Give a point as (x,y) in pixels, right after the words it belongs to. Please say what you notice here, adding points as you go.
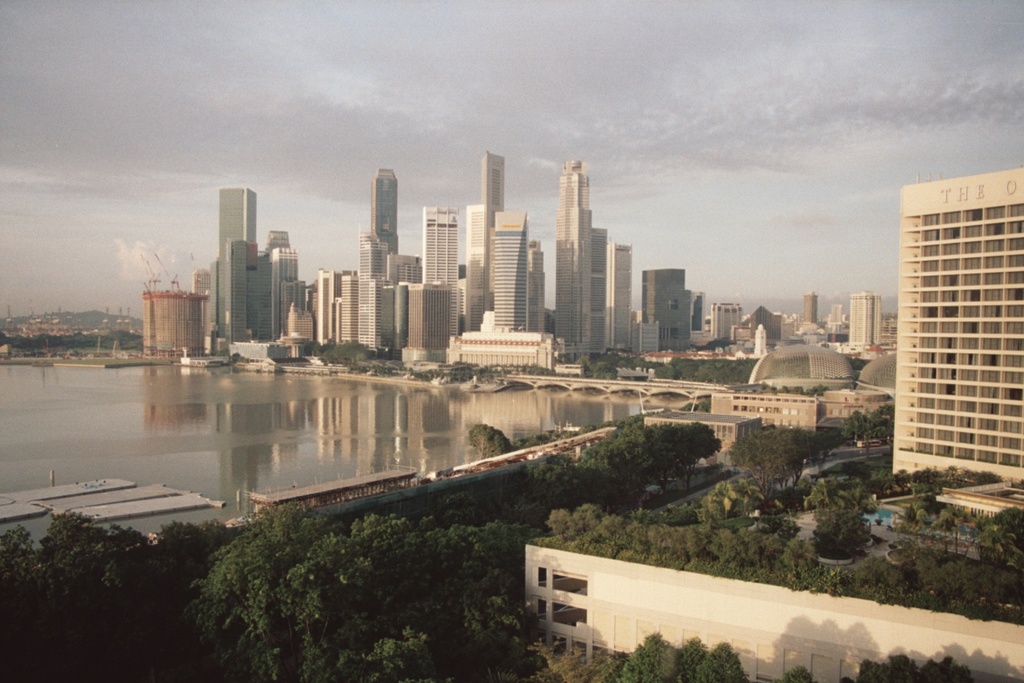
In this image I can see trees (526,676) in green color, background (128,375) I can see the water (189,392), buildings (490,332) in white and cream color and the sky (607,154) is in white color.
